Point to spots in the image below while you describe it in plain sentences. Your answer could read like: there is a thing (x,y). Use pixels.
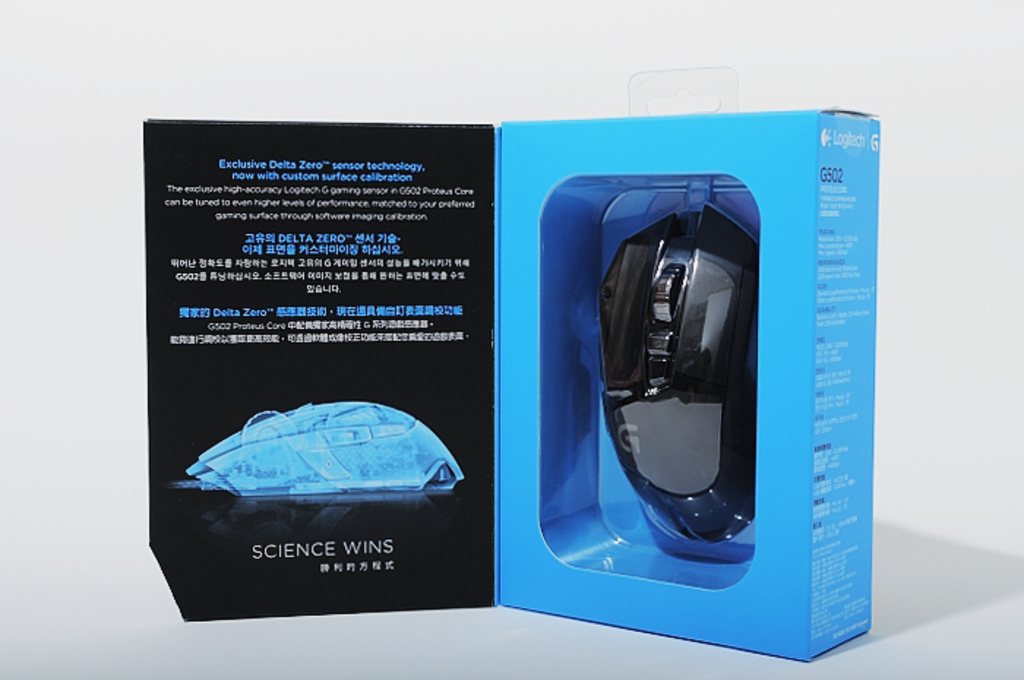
In the center (481,297) we can see a box (443,241) containing a mouse (686,493) is placed on an object (628,667) and we can see the text (375,307) on the box (830,304). In the background (685,17) there is a white color object (202,54).
